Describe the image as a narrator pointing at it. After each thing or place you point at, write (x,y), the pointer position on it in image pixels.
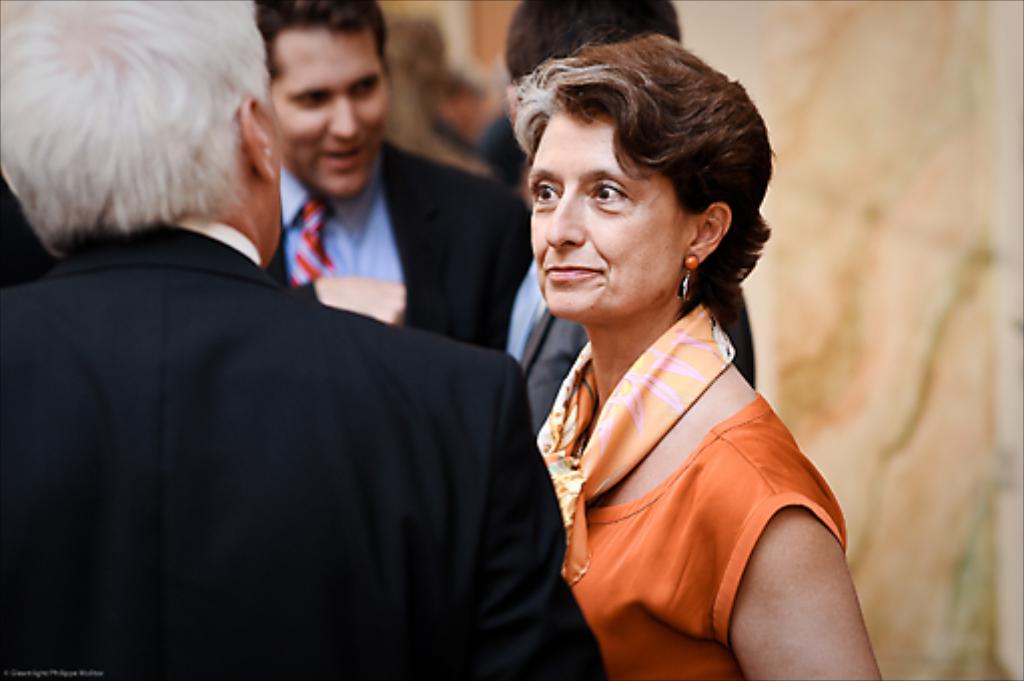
Here in this picture we can see a group of people (425,237) standing over a place and in the middle (573,295) we can see a woman (613,256) smiling and she is wearing a scarf (640,438) on her neck (609,385) and the men (402,377) present over there are wearing suits (259,316) on them over there.
